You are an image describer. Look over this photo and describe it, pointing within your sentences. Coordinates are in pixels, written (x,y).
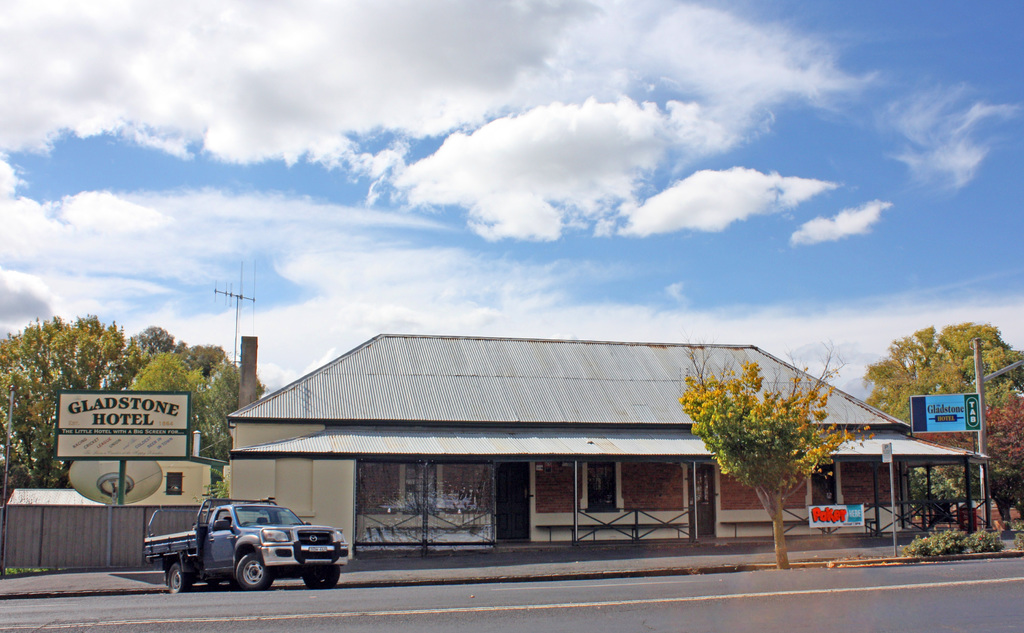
In this image we can see a building (605,447), tree (761,438), sign board (969,416), plants (932,548), vehicle (231,559), road (193,614), sky (159,195) and clouds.
